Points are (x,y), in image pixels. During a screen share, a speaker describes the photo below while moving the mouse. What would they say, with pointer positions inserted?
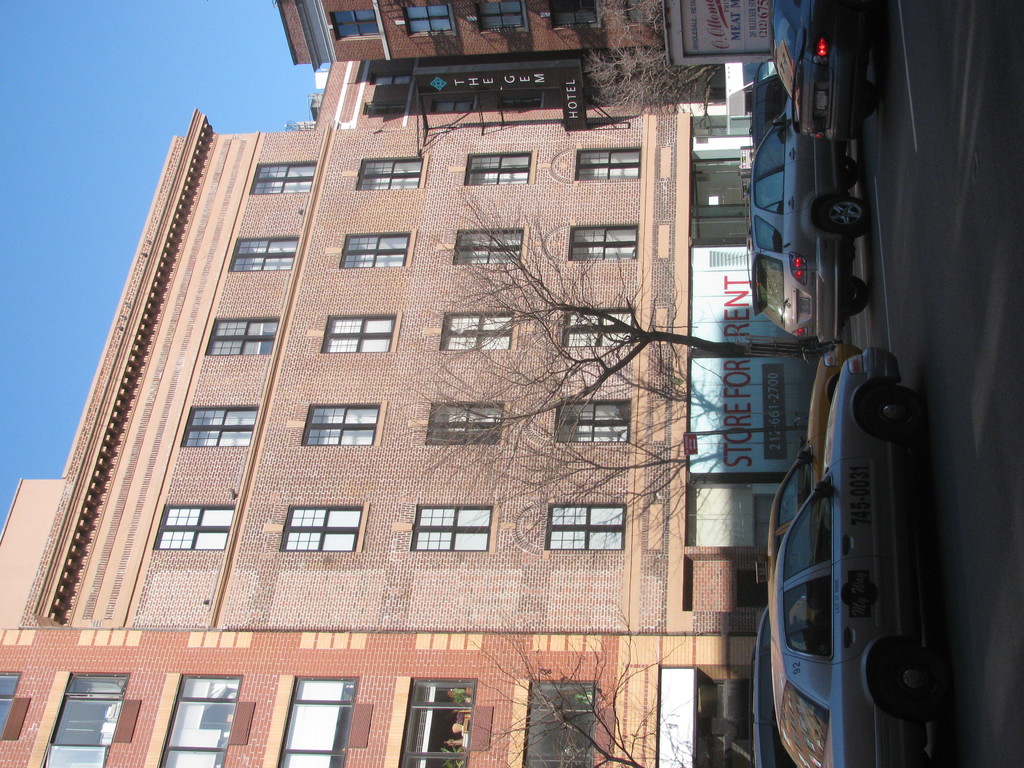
This image is rotated towards the right (978,399). I can see trees (627,49) and some sign boards (564,83). I can see the road (880,325) on the right hand side of the image (875,606) and cars (874,691) on the road (897,95). In the top left corner (95,65), I can see the sky (91,90).
